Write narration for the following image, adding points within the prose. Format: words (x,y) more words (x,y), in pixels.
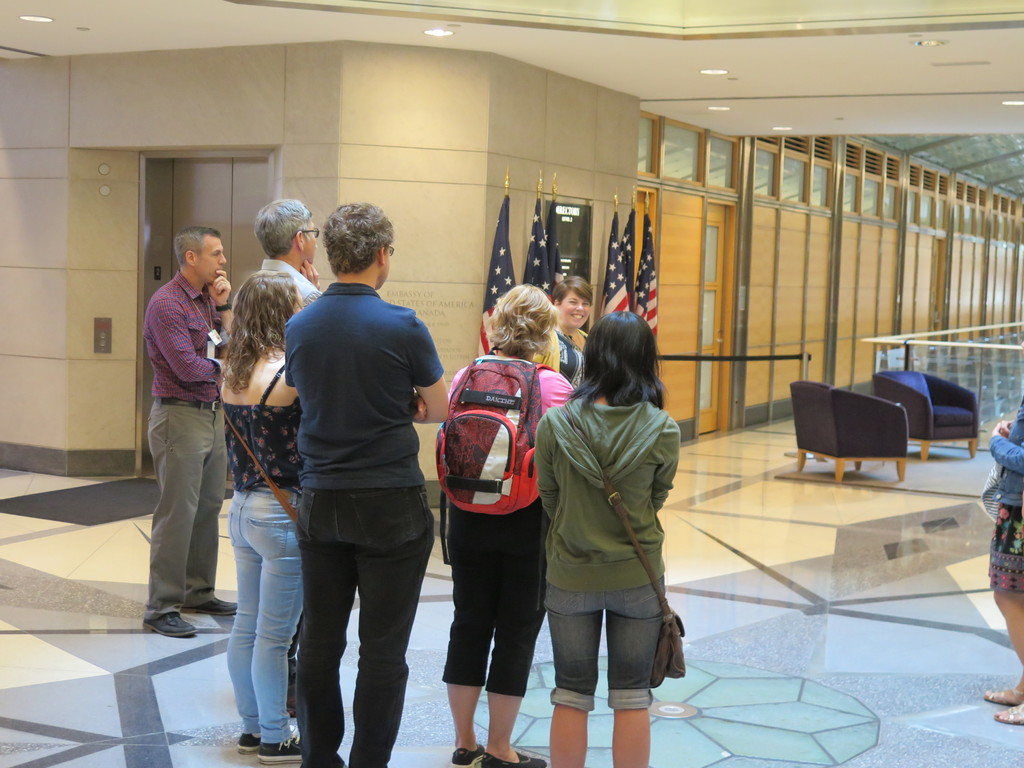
Here we can see people (332,392), flags (552,244), door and board (572,228). This person (517,683) wore a bag (527,441). Lights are attached to the ceiling (724,7). This is an elevator (220,173).
